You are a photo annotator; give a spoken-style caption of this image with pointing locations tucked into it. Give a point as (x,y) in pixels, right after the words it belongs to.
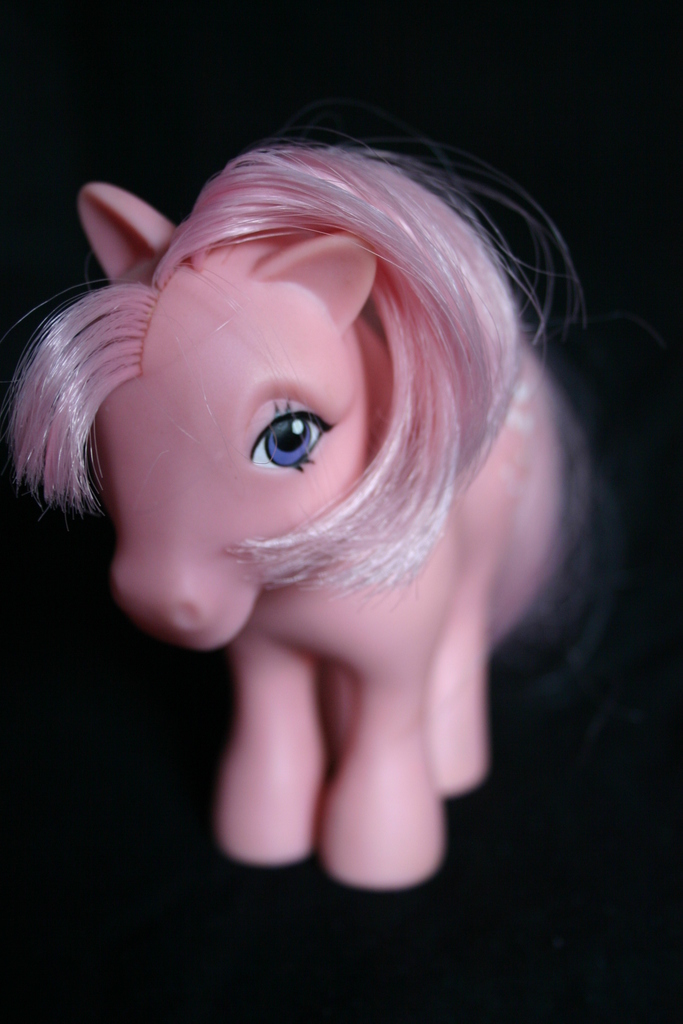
In this image we can see a toy (393,585) placed on the surface (333,896).
